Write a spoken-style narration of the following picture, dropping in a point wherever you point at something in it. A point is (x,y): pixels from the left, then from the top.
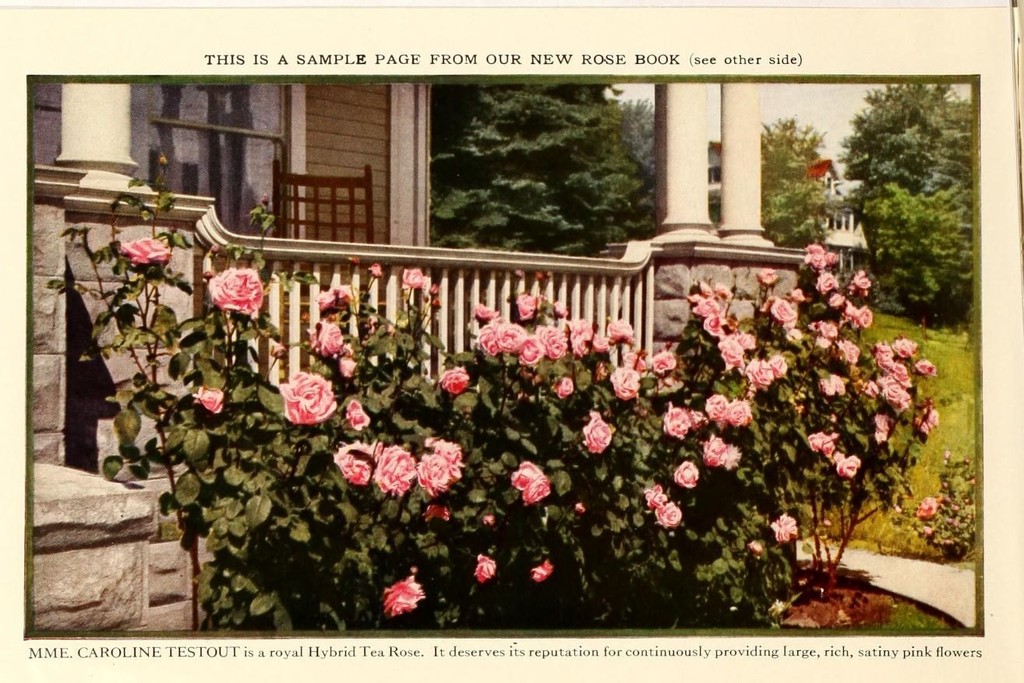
In this image there are rose flower plants (511,464) in the middle (451,444). Behind them there is a building (424,258). On the right side (893,206) there are few trees (879,209) on the ground (893,320). There is a chair (297,202) in the balcony (360,241). On the left side (80,472) there is a stone wall (89,568). In the background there is a window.
